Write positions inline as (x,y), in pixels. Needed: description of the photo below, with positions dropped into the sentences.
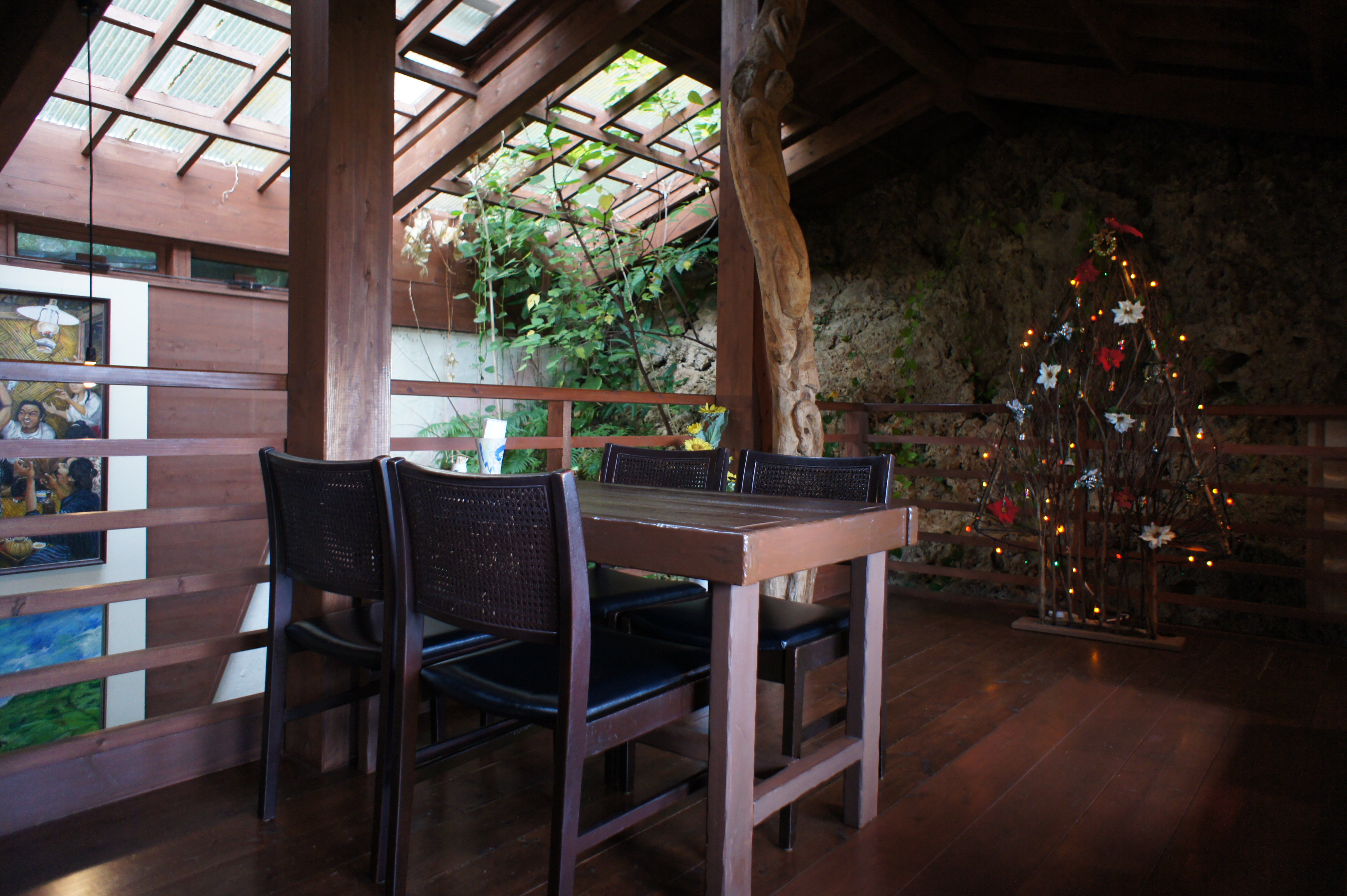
In this image we can see there is a house (137,488). And there is a table (701,573) and chairs (669,624). At the side there is a wall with photo frame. And there are decorative items (1089,316), trees (1119,303) and fence (553,391).
